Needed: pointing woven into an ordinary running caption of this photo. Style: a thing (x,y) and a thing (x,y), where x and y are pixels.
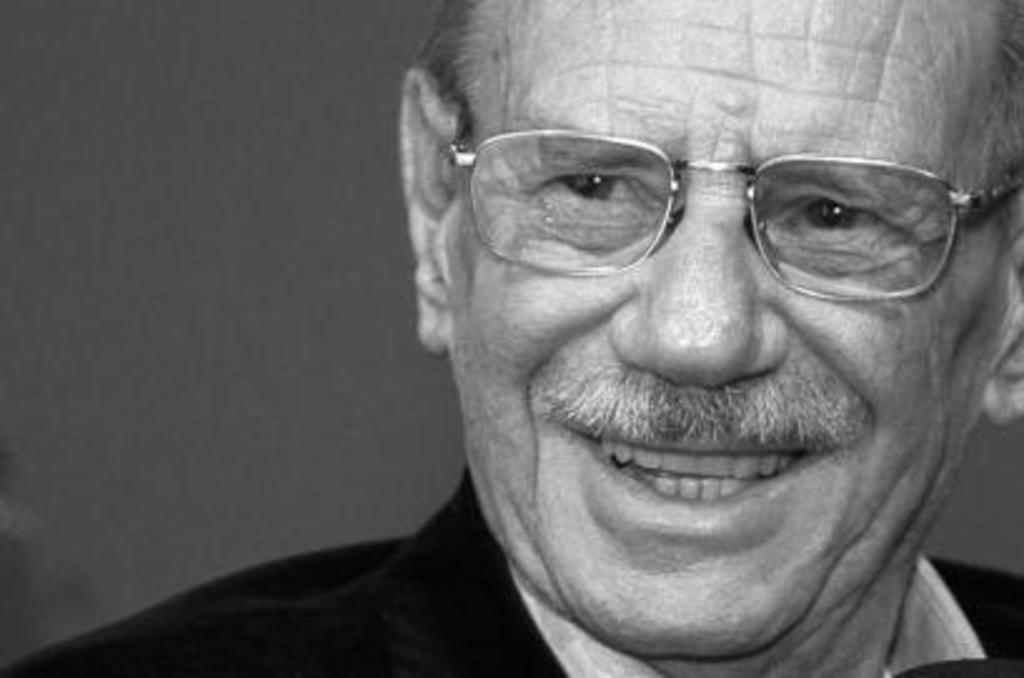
This is a black and white image. We can see a man (603,280) with spectacles (939,217) is smiling.
